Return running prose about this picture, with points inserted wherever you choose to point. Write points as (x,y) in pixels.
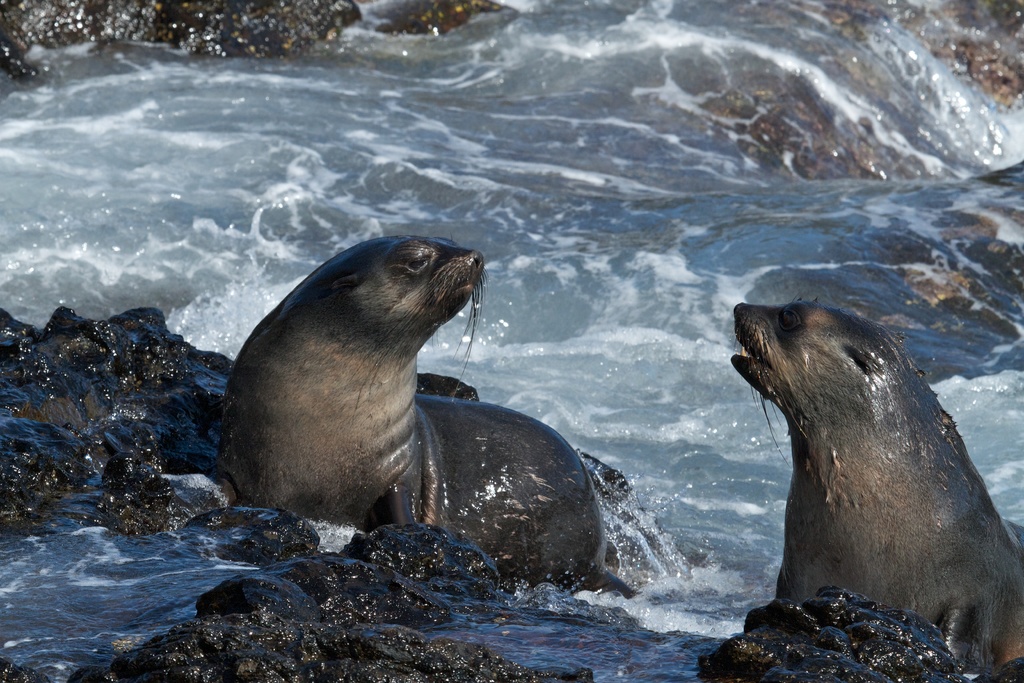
In this picture we can see two seals (941,457), rocks (875,603) and in the background (446,162) we can see water (393,188).
